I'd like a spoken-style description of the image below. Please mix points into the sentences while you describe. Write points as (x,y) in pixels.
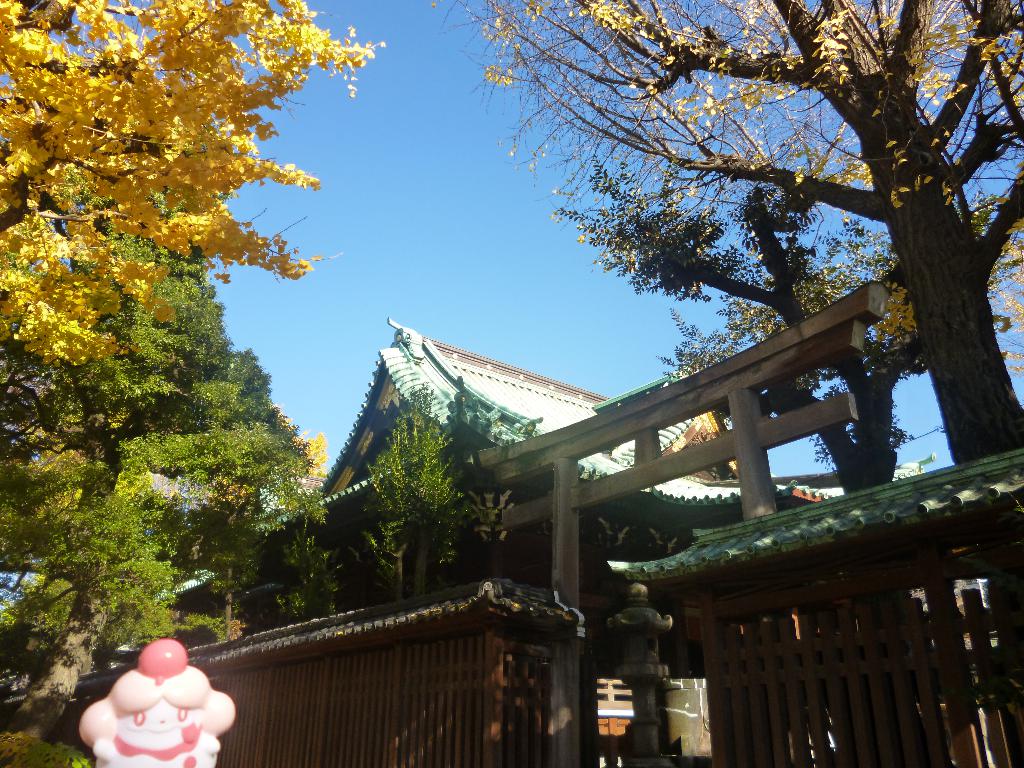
In this image, we can see some trees (625,165), there is a compound wall (1017,589) and at the top (409,176) there is a blue sky (405,168).
